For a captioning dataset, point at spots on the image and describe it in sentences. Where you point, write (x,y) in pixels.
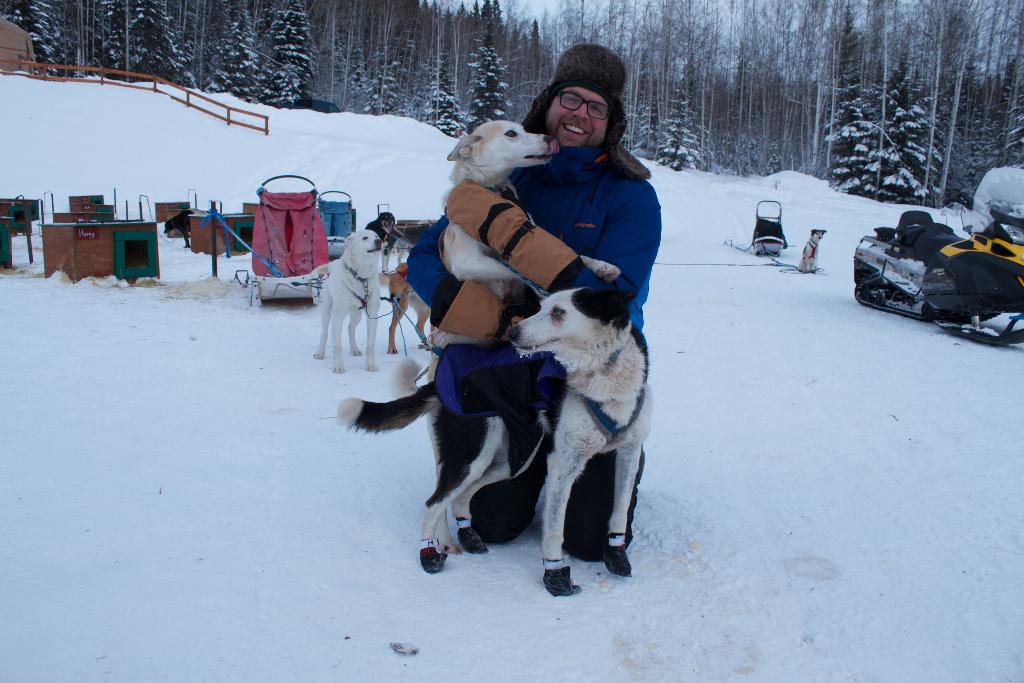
In this image we can see a person (587,495), dogs (460,466), vehicle (900,233), snow (870,389), fence (58,67), and other objects (277,253). In the background (514,55) we can see trees (777,62) and sky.
